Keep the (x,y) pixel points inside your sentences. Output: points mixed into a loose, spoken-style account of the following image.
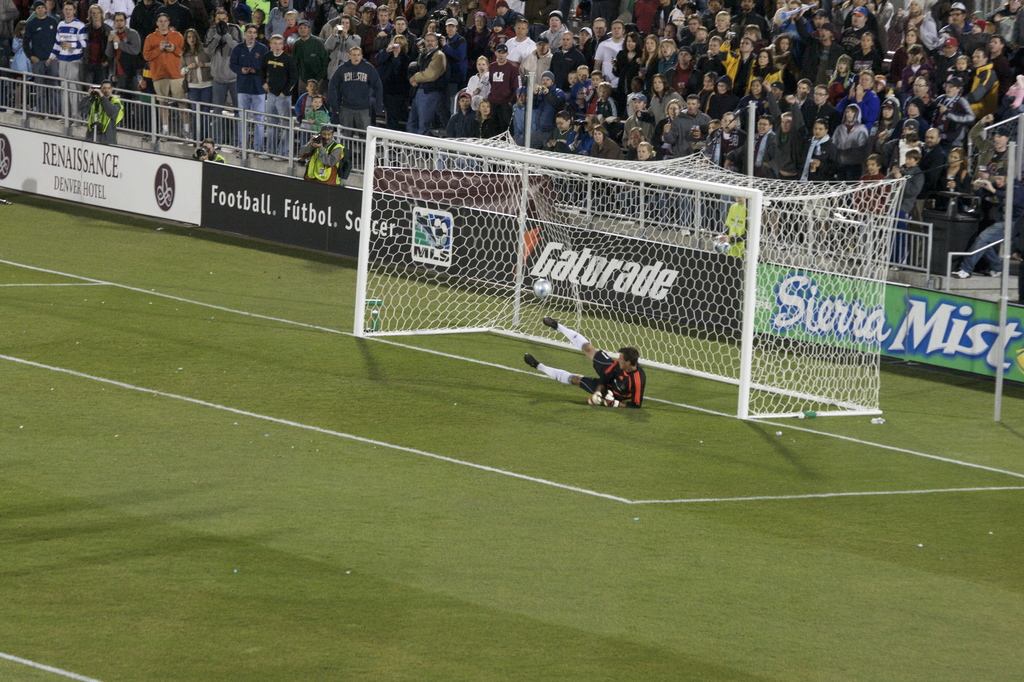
In this image I see the pitch (201,368) and I see a goal post (538,334) and I see a man (602,389) who is wearing jersey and I see the ball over here. In the background (536,271) I see the fencing (929,255) and boards (176,160) on which there are words (801,313) written and I see the logos (163,194) and I see number of people (558,100) and I see a pole (1012,155) over here.
